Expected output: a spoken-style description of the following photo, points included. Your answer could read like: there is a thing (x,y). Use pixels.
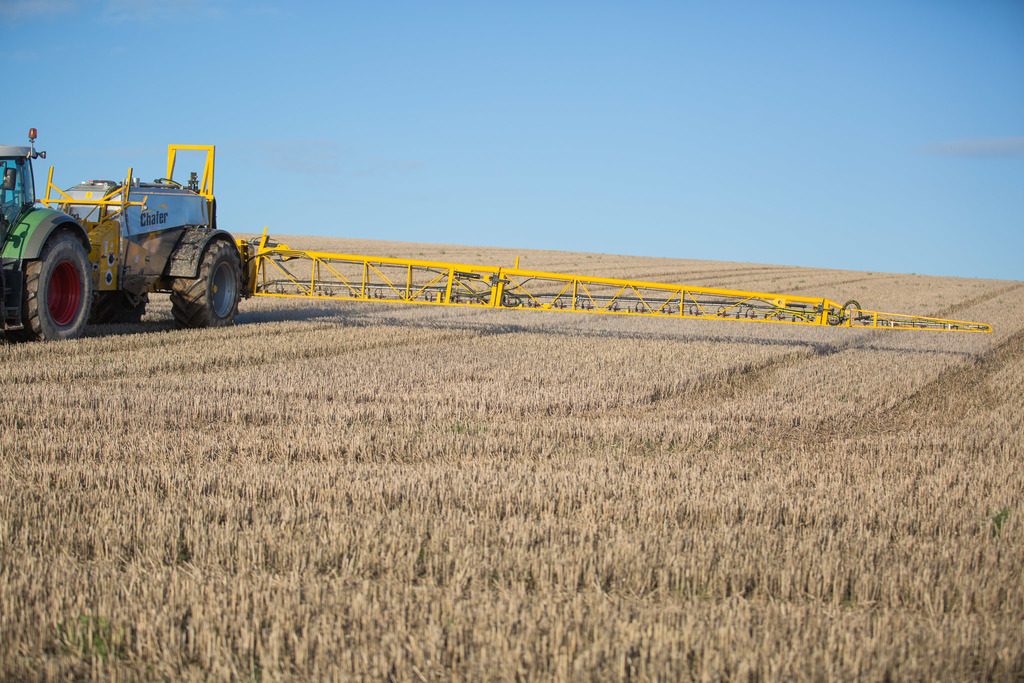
In the picture I can see a tractor (36,219) on the left side of the image (73,264). Here we can see the dry grass (469,472), we can see a yellow color object (672,297) and the plain blue color sky (683,172) in the background (517,113).
